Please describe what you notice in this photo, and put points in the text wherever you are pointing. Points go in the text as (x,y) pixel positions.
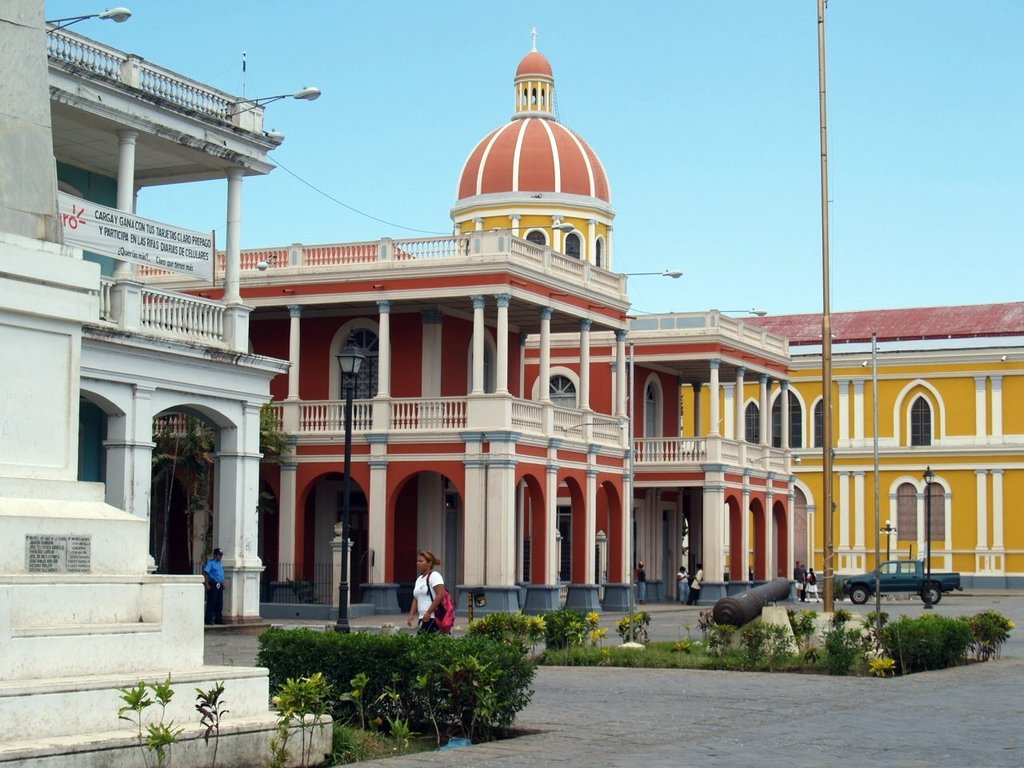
Buildings (763,355) with windows (924,444) and pillars (476,384). Here we can see a banner (169,239) above this fence (197,309). These are light poles (928,600). Here we can see plants (425,656), people (418,582), military weapon (737,600) and vehicle (886,585). Sky (424,62) is in blue color.
